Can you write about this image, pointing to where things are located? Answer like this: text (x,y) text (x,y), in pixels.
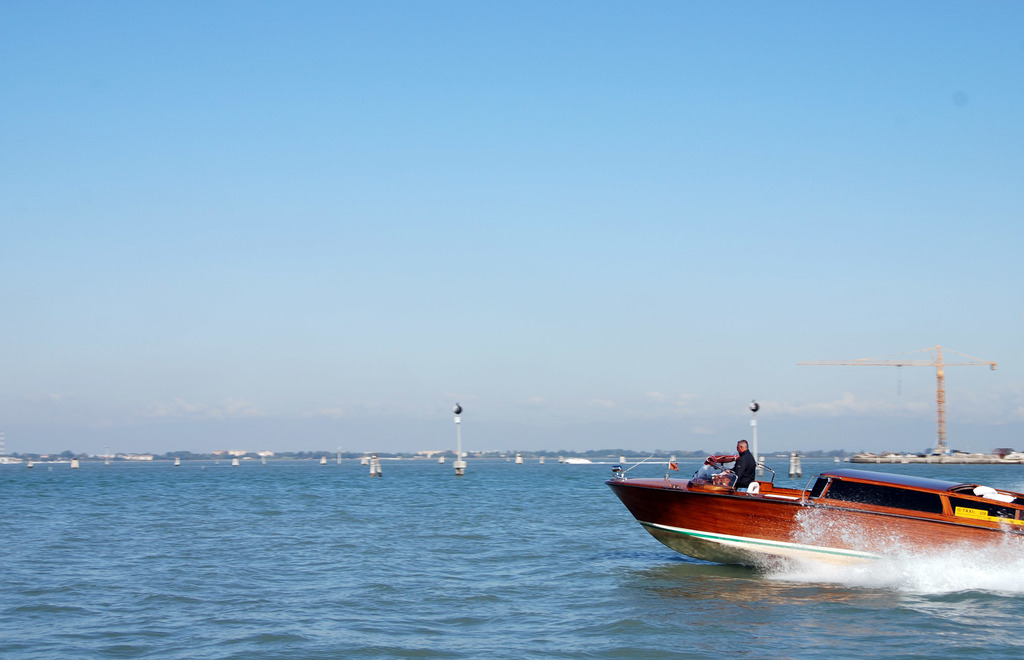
In this picture I can see boats (940,502) on the water (551,504), there are poles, there is a crane (976,365), and in the background (512,163) there is the sky (553,193).
